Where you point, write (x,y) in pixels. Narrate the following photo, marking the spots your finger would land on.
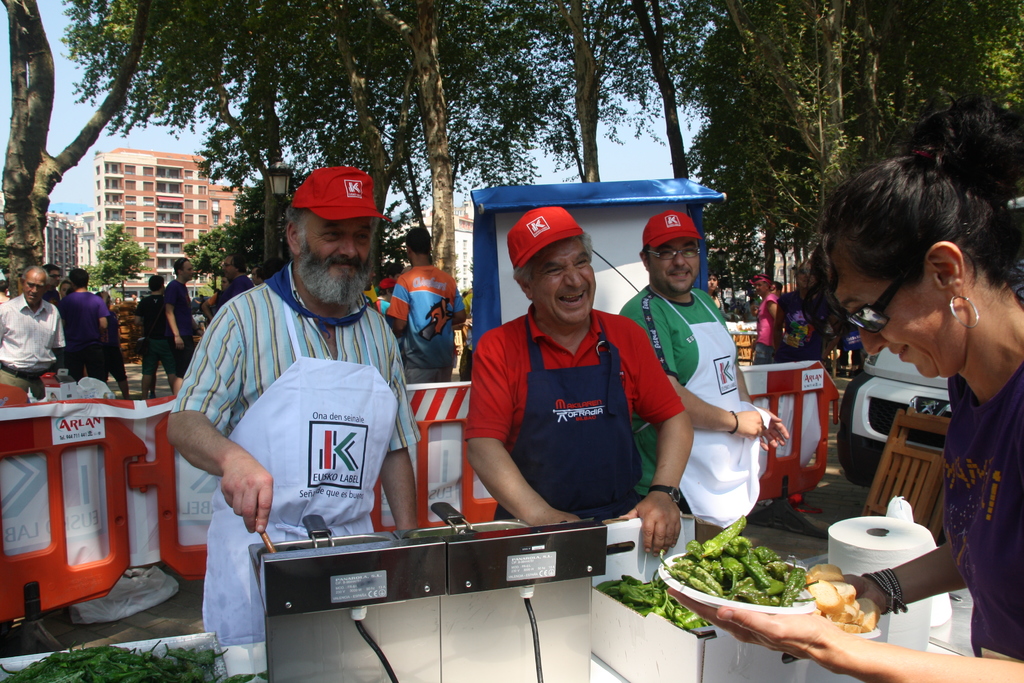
In the center of the image (603,404) we can see three mans (393,390) are standing and wearing a cap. On the right side of the image (878,346) a lady (932,309) is standing and holding some food items (786,598) in her hand (857,591). In the background of the image (383,242) we can see some persons (92,320), buildings (185,182), trees (351,150), boards (163,449), truck (863,395) are there. At the top of the image (55,25) sky (59,4) is there. At the bottom of the image (174,610) road (169,616) is there.
